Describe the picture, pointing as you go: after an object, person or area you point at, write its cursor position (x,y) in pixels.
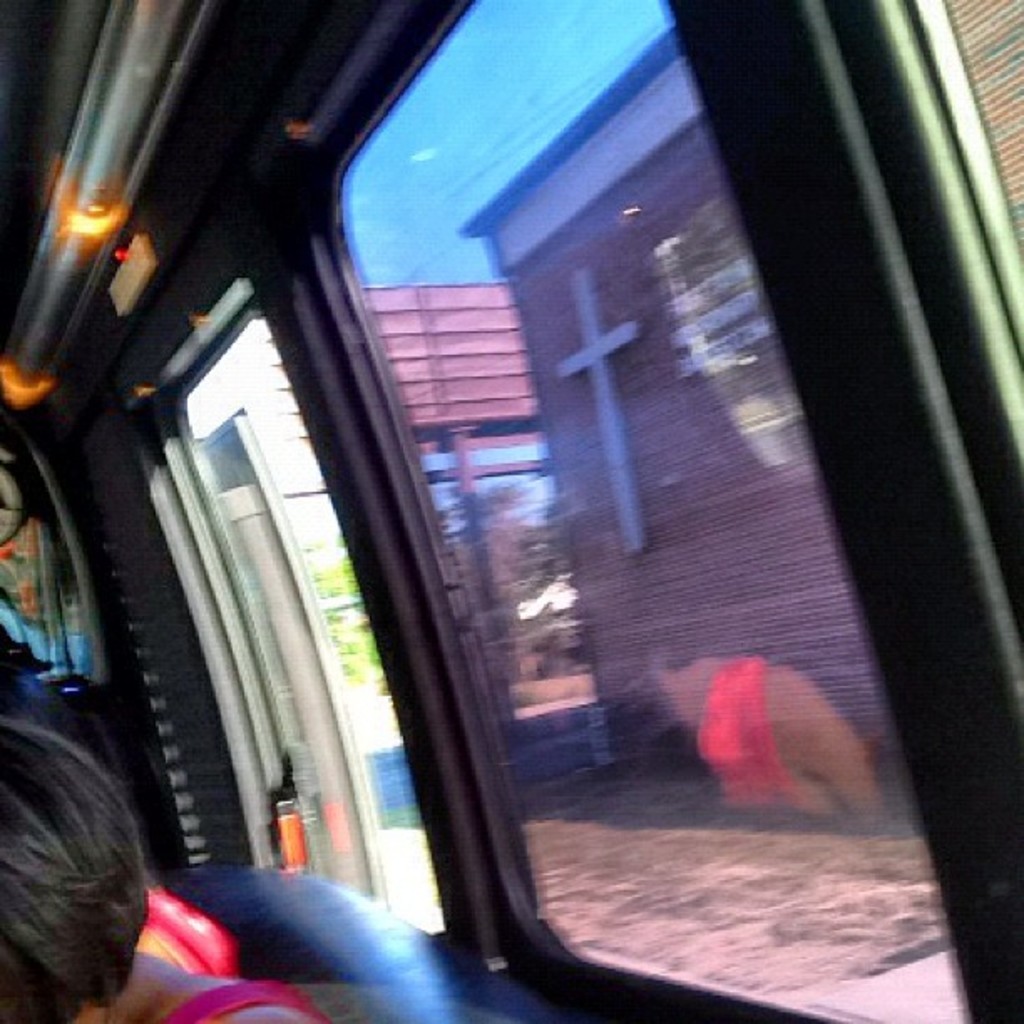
The image is taken in the bus (220,317). At the bottom of the image (197,957) there are people (176,911) sitting. On the right (875,806) there are windows (511,720) and we can see buildings (564,446) through the window (557,421).
